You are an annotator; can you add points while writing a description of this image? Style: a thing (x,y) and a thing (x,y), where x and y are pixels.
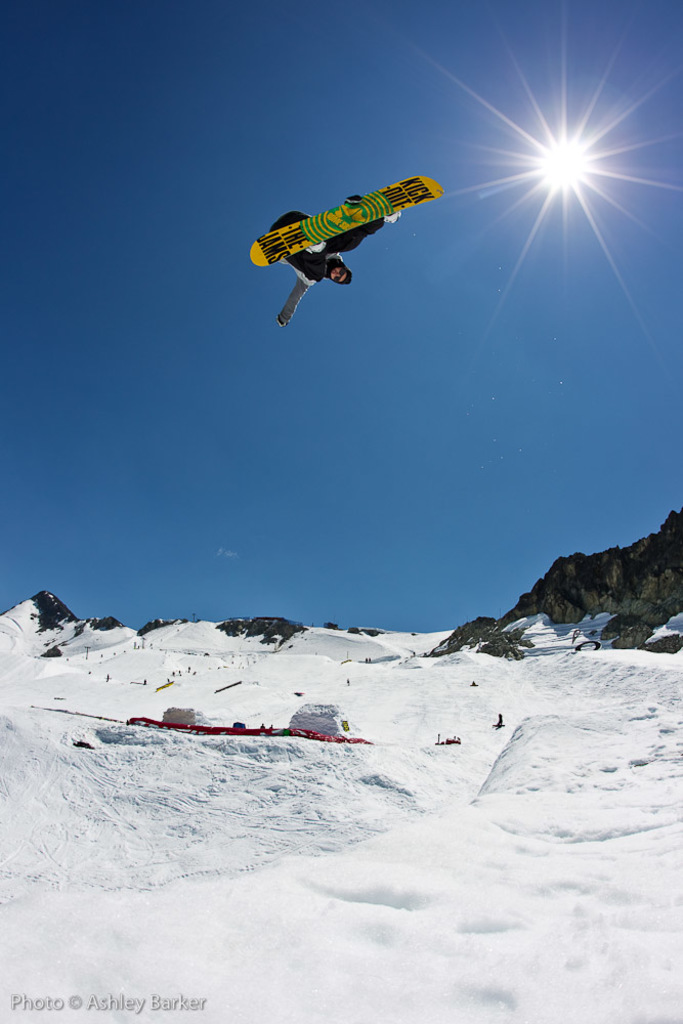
In this picture I can see a person (373,222) on the snowboard (300,225). I can see snow (387,846). I can see the sky (414,472) is clear.
